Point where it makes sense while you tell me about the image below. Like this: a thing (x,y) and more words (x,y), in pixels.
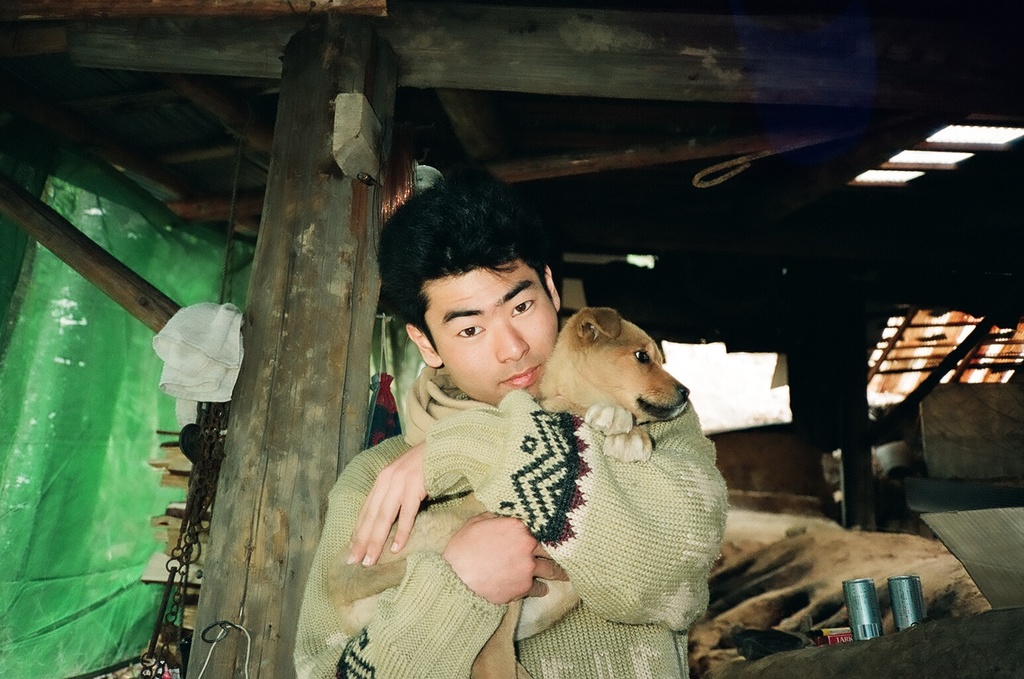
A guy (508,417) who is wearing a sweatshirt (451,602) is holding a brown dog (593,358) and he is inside a wooden house (818,507). In the background (103,601) there is a green color curtain (76,434) and to the right side of him there are two tins (871,632).
